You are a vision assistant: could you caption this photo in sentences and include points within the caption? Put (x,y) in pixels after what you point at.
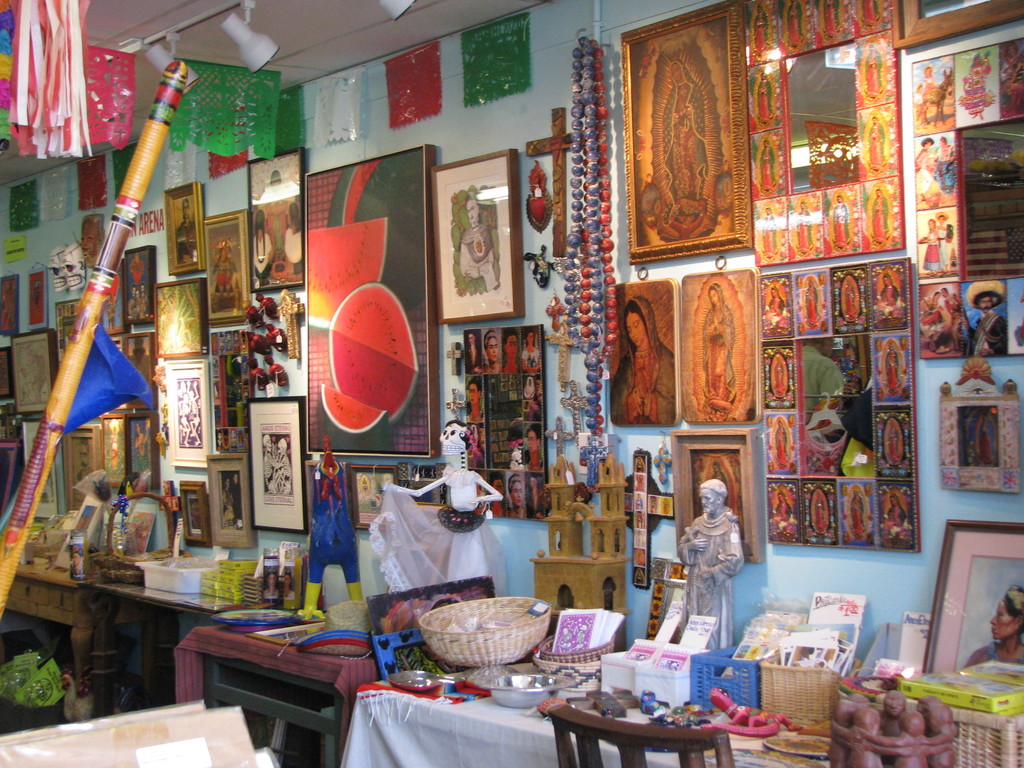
In the image we can see table (459,676) on table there is a statue (699,551), cards (575,635), bowls (542,677) etc. In the background (286,210) we can see wall (510,119), photo frames (384,199) and few other objects (589,568).
